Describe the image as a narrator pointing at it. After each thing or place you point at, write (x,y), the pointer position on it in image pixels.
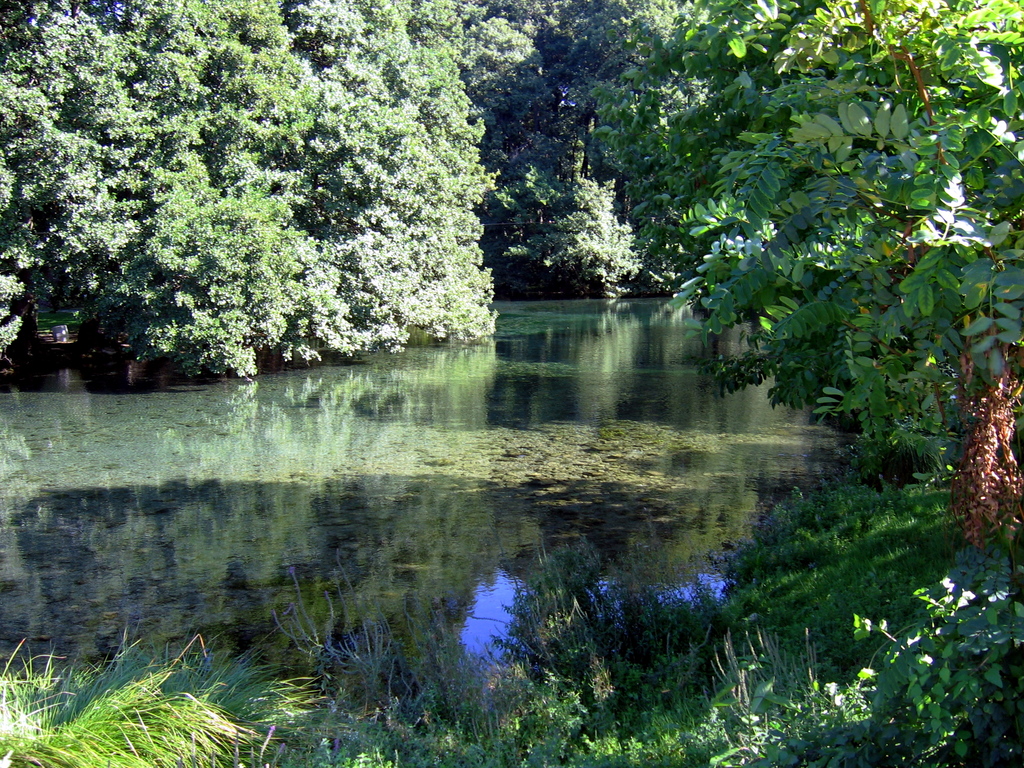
This image consists of water (385,446) in the middle (386,475). In the background (292,232), there are many trees (79,189). At the bottom (275,720), there is grass (99,738). To the right (931,348), there are plants (931,221).
